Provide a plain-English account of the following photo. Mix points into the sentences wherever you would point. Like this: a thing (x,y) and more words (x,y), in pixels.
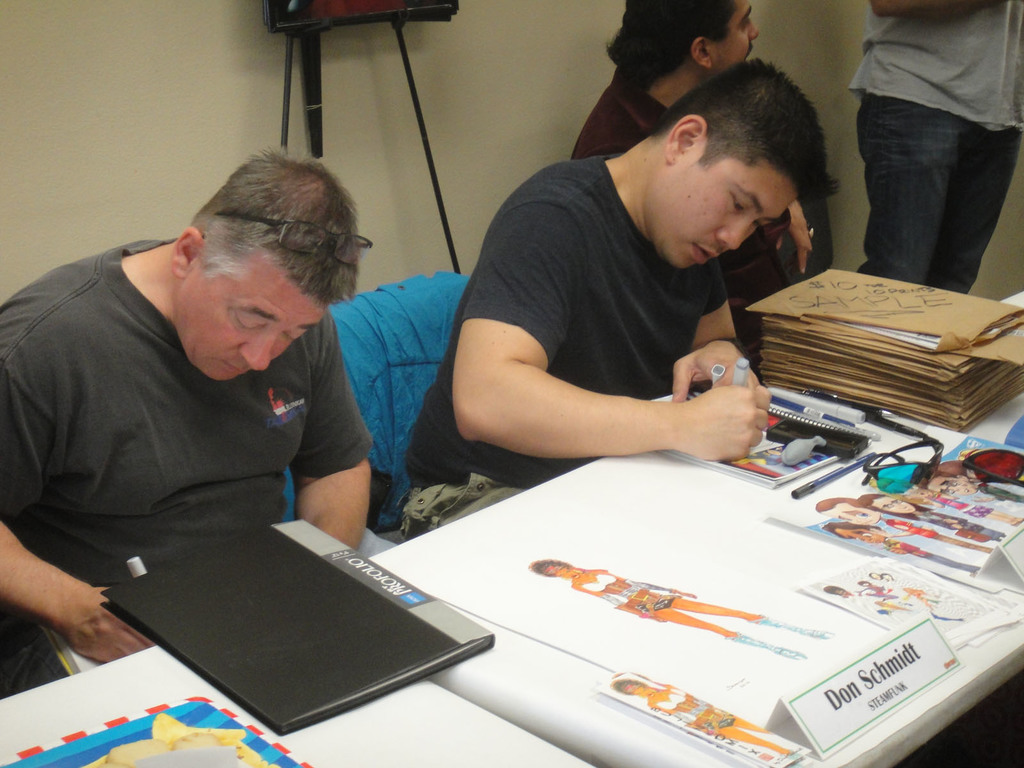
This image consists of four persons (716,315). In the front (686,454), the two men (456,472) wearing black T-shirts (46,500) are writing. At the bottom (504,758), there is a table (551,731) on which we can see the stickers (855,523) and a name board (868,682). In the background (25,173), there is a wall (434,155).
